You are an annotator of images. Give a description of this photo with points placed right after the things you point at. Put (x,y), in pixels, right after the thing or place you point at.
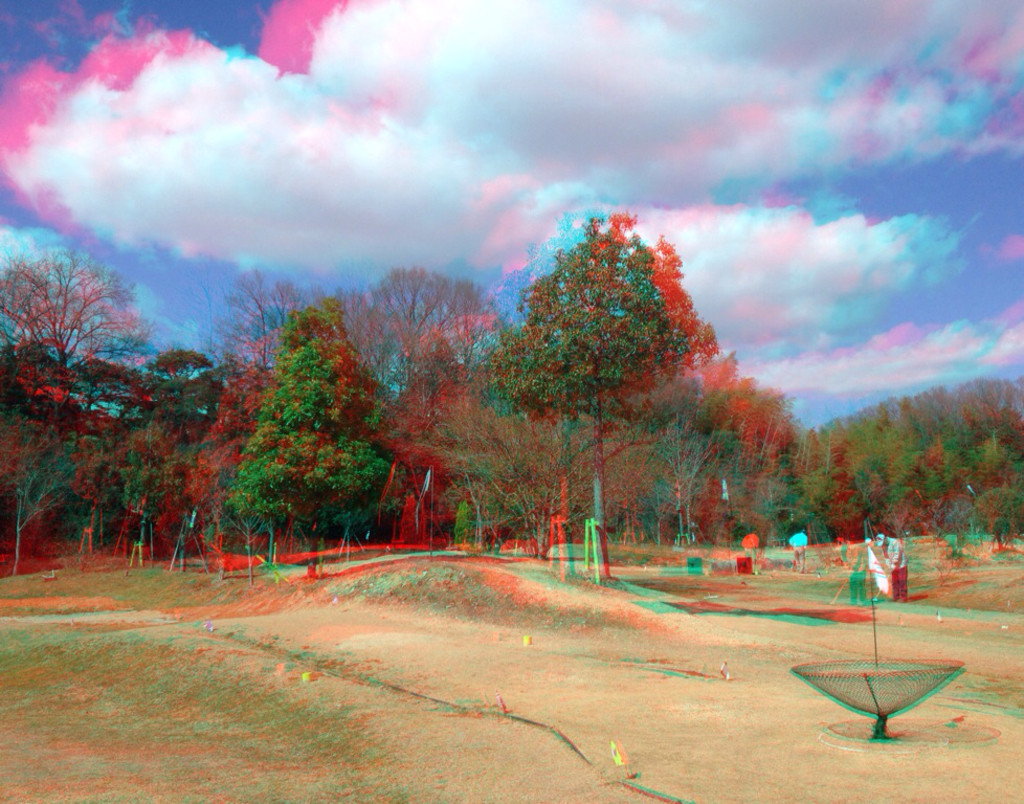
In this picture we can see few people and few objects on the ground (480,647) and in the background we can see trees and sky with clouds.
